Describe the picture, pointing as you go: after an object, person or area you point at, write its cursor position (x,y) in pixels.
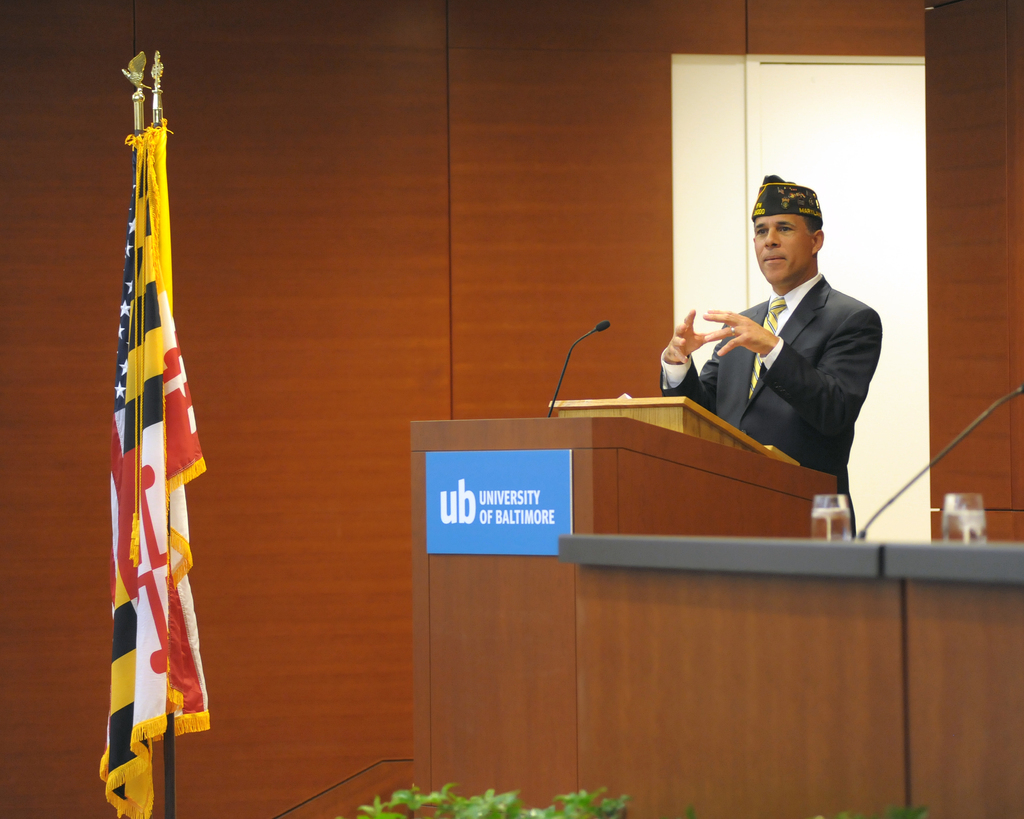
In front of the image there are plants (373,811), flags (115,561). There is a person (767,369) standing in front of the podium (591,479). On top of it there is a mike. There is a board (453,523) with some text (508,514) on it. There are two glasses (977,529) and a mike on the table (753,697). In the background of the image (721,106) there is a wall (440,194).
